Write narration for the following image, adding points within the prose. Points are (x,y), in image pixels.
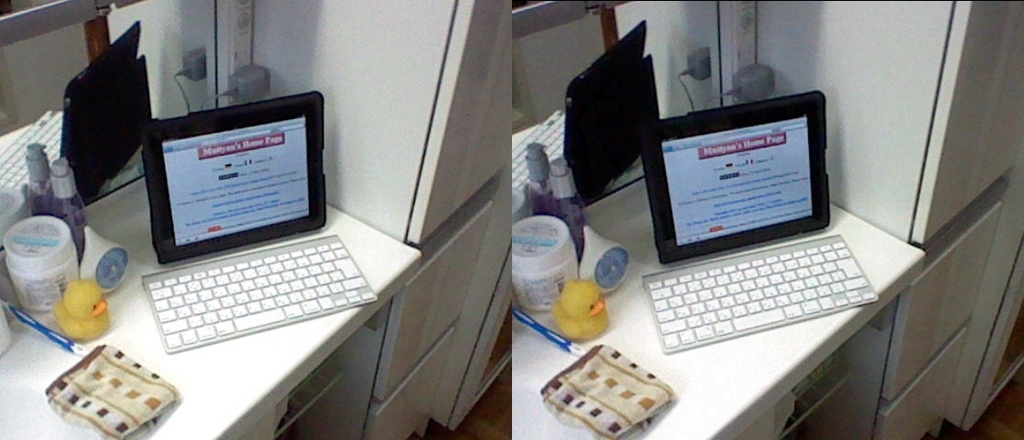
This is a collage of two images. But two images are same. In the image there is a table (223,356). On the table (239,372) there is a keyboard (289,272), computer (242,180), towel (93,358), brush (42,329), bottles (57,188), a toy (89,319), socket (257,82) and a mirror (119,60). And there are cupboards (396,321).
